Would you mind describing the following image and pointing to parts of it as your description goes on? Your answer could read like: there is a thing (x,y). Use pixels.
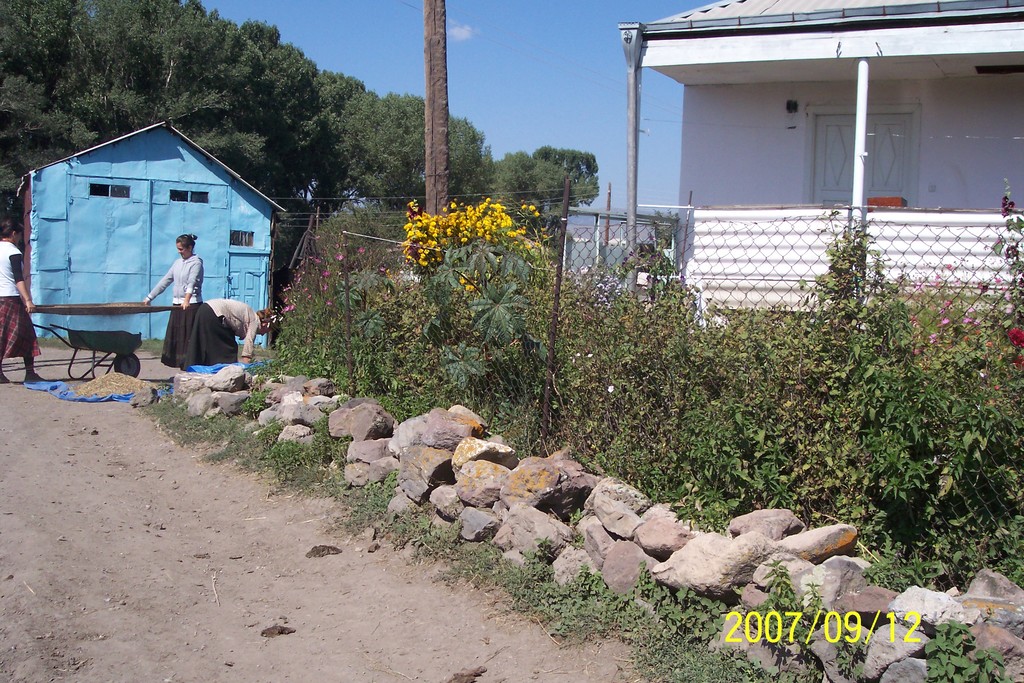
At the bottom of the image (614,489) there are some stones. Behind the stones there is fencing (543,294). Behind the fencing (543,294) there are some plants (375,290) and flowers (303,305). In the middle of the image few people (235,332) are standing and holding something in their hands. Behind them there are some houses (172,195), trees (399,153) and poles (441,146). At the top of the image (410,73) there are some clouds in the sky (669,87).
